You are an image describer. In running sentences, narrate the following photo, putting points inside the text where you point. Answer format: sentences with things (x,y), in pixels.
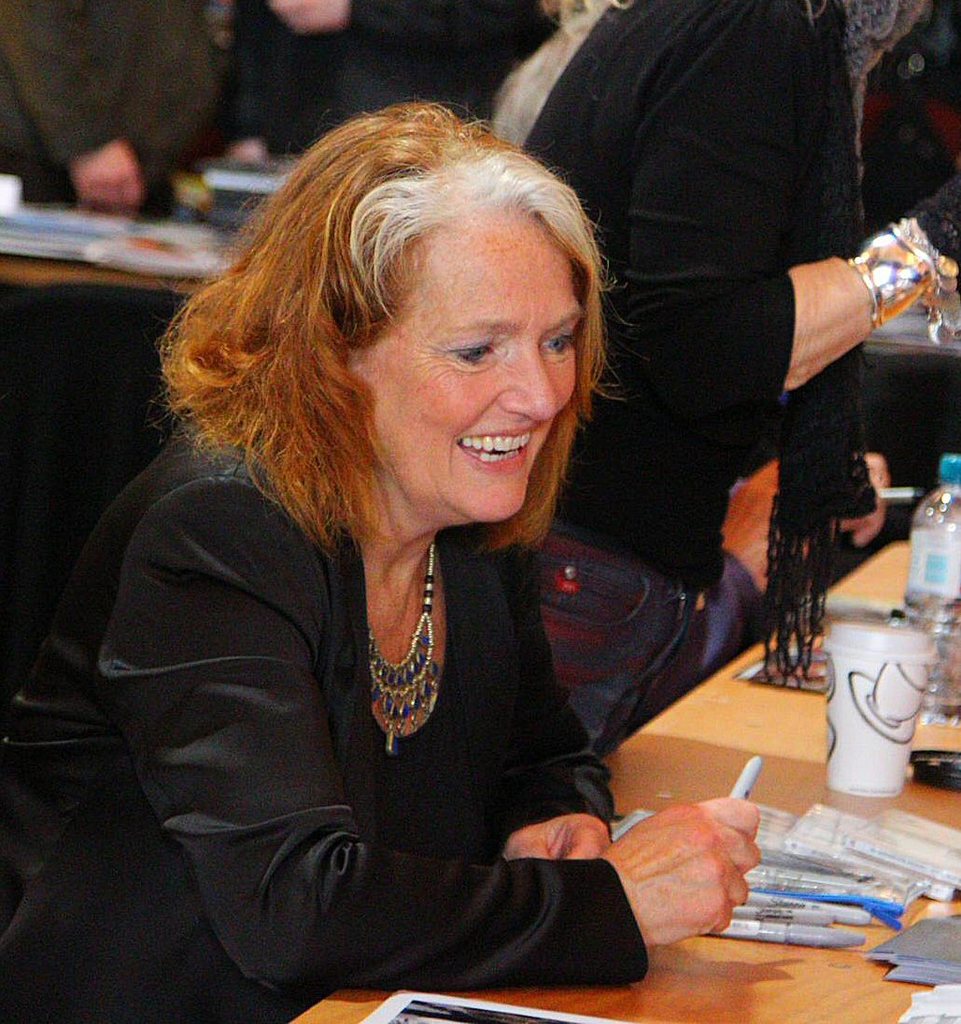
In this image we can see a lady (467,462) with a smiling face (518,231) and we can also see glass (928,652), pens (846,921), bottle (939,565) on the wooden surface (786,733).
